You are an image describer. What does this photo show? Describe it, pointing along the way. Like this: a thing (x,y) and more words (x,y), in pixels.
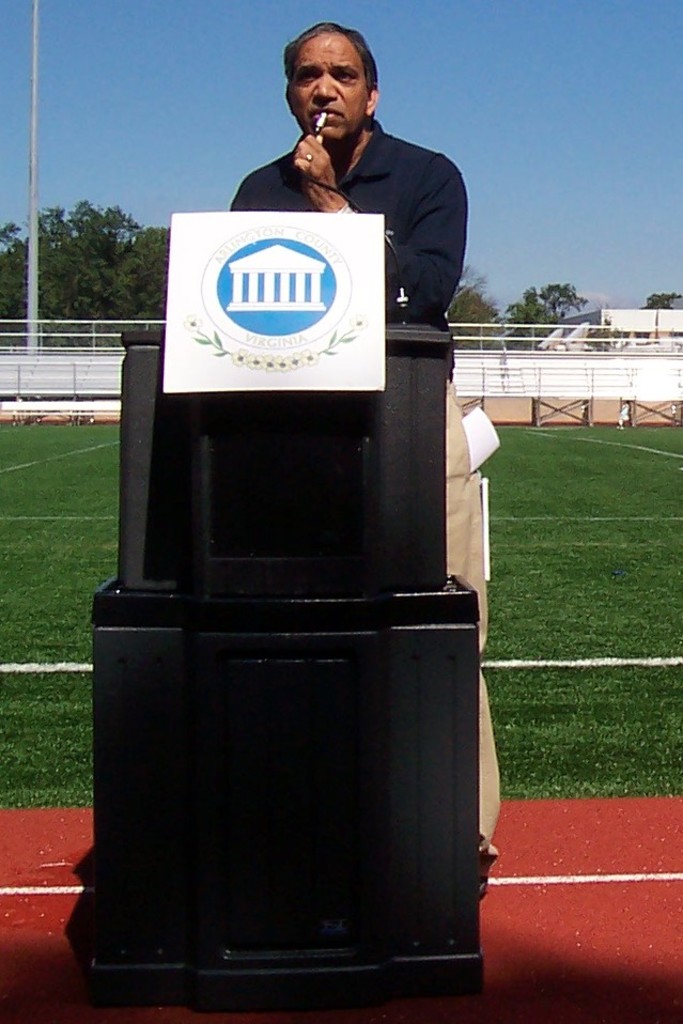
In this image we can see a person (448,572) holding a mic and standing in front of the podium (372,409), behind him we can see some trees (93,247), fence (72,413), pole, grass (69,473) and a building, in the background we can see the sky (538,164).
